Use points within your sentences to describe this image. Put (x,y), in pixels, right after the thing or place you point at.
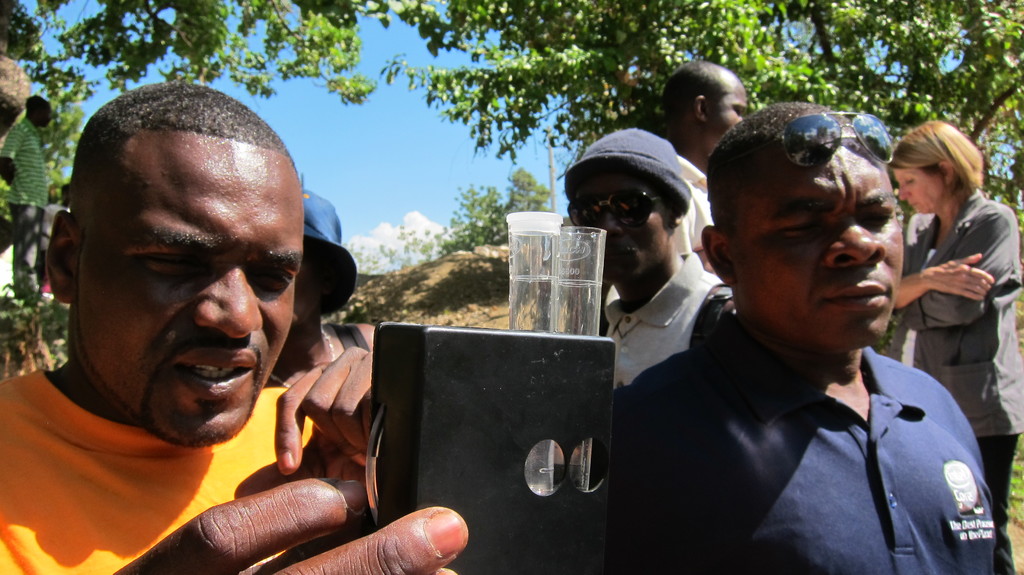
This image consists of many people (770,216). In the front (73,428), the man (149,424) is holding a box (455,436) in which there are two test tubes (515,305). In the background (532,46), there are trees (726,23). At the bottom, there is a hand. To the right (846,452), the man (857,477) is wearing blue T-shirt (887,503).
